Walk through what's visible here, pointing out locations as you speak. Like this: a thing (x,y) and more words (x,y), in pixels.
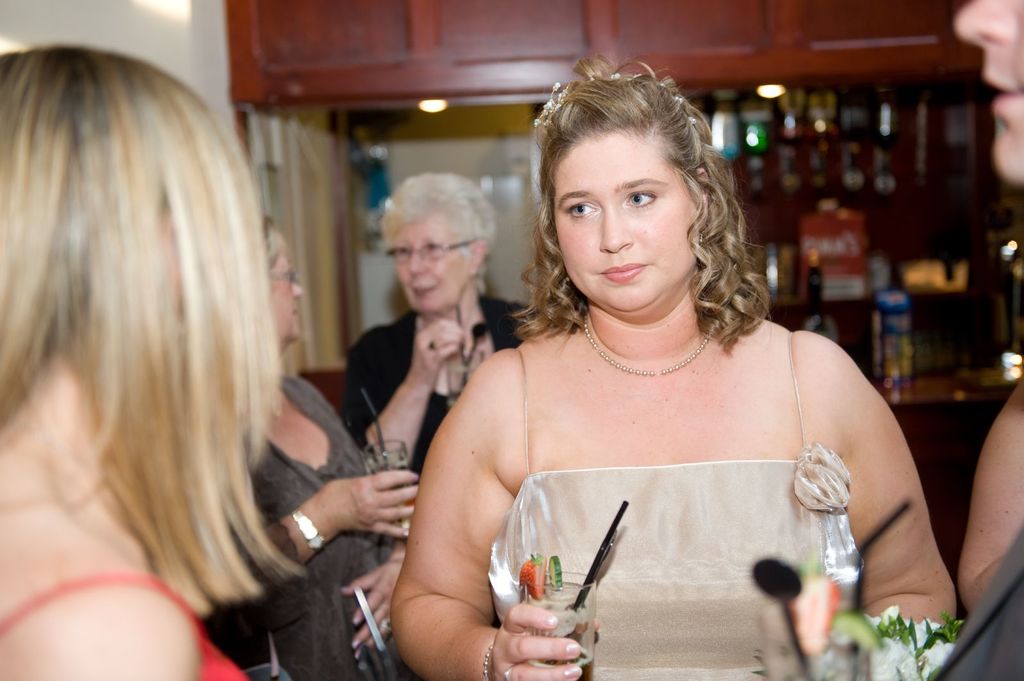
This picture is clicked inside. In the foreground (457,433) we can see the group of persons (547,470) holding the glasses of drinks (854,657) and standing. On the left corner (270,333) there is a person (261,312). In the background (436,88) we can see the wooden cabinets (519,97), lights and many other objects (719,109).
